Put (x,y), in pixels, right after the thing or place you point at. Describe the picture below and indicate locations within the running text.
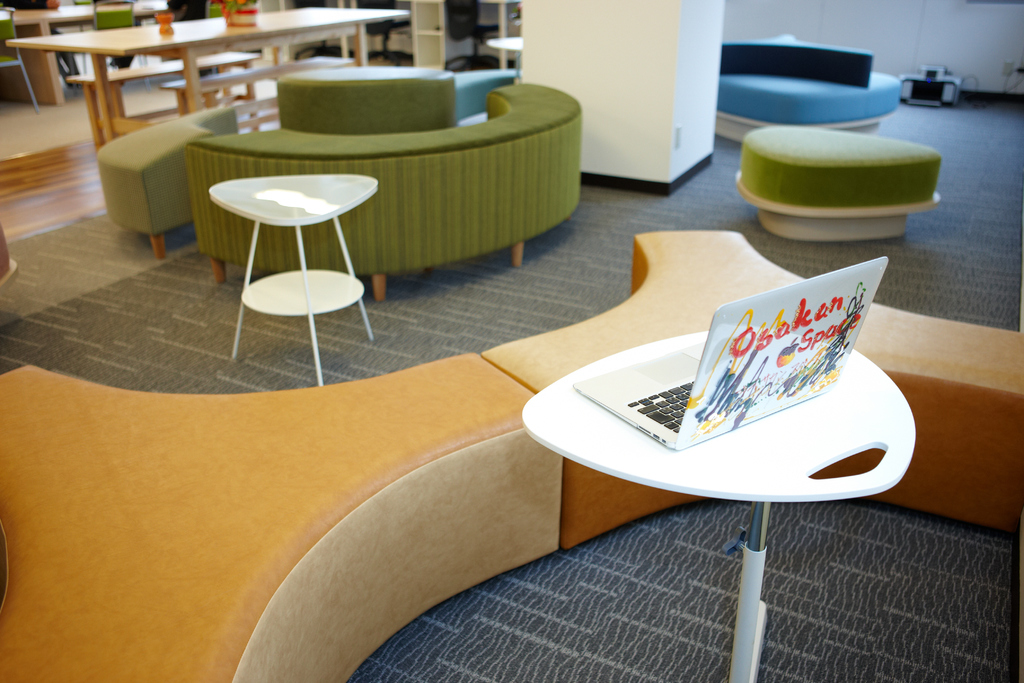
In this image I can see the laptop (699,385) on the stand (763,478). In the background (690,255) I can see few stools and yellow and green color furniture (392,410) and I can also see few objects (169,26) on the table (297,22).
